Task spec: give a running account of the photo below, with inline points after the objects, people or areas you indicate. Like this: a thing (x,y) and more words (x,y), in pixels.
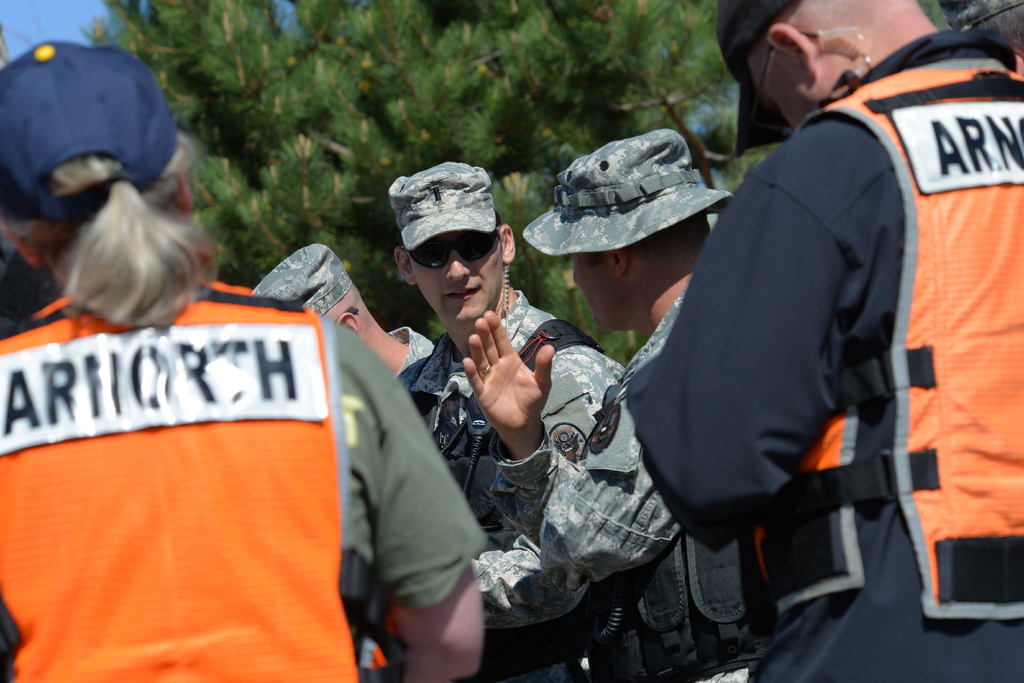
In the picture I can see few soldiers (535,327) and there are two persons (895,372) wearing orange jackets (142,429) are standing on either sides of them and there are trees (400,108) in the background (403,91).
